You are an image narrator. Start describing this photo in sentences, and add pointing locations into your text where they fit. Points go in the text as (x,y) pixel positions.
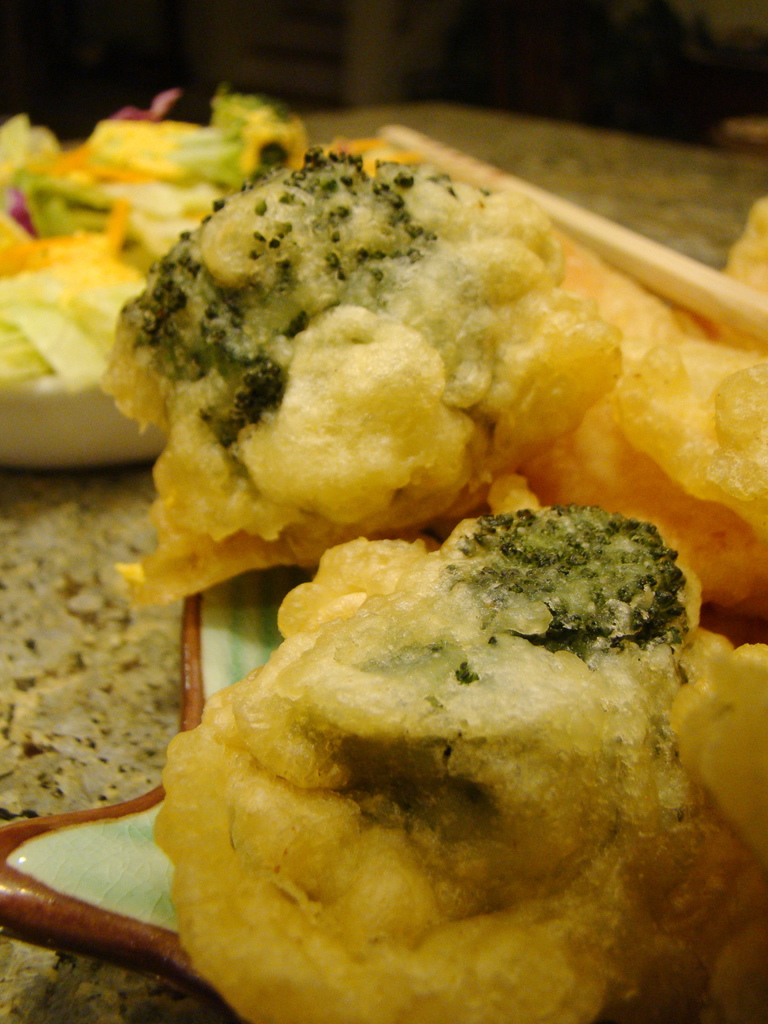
This is the picture of a plate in which there is some food item (286,448) and beside there is another food item (36,195).
